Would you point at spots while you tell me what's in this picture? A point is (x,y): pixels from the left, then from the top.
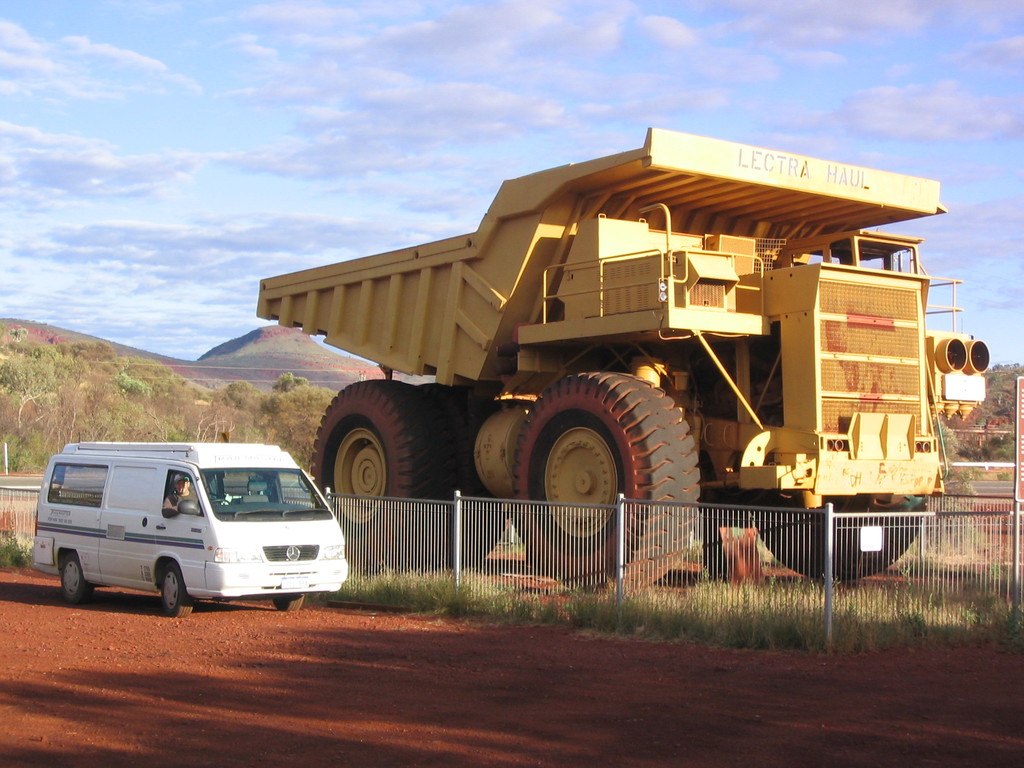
There is a vehicle (791,331) which is yellow in color in the right corner (707,295) and there is a fence (621,560) beside it and there is a white color vehicle (271,521) in the left corner (252,533) and there are trees (123,396) in the background (114,404).
